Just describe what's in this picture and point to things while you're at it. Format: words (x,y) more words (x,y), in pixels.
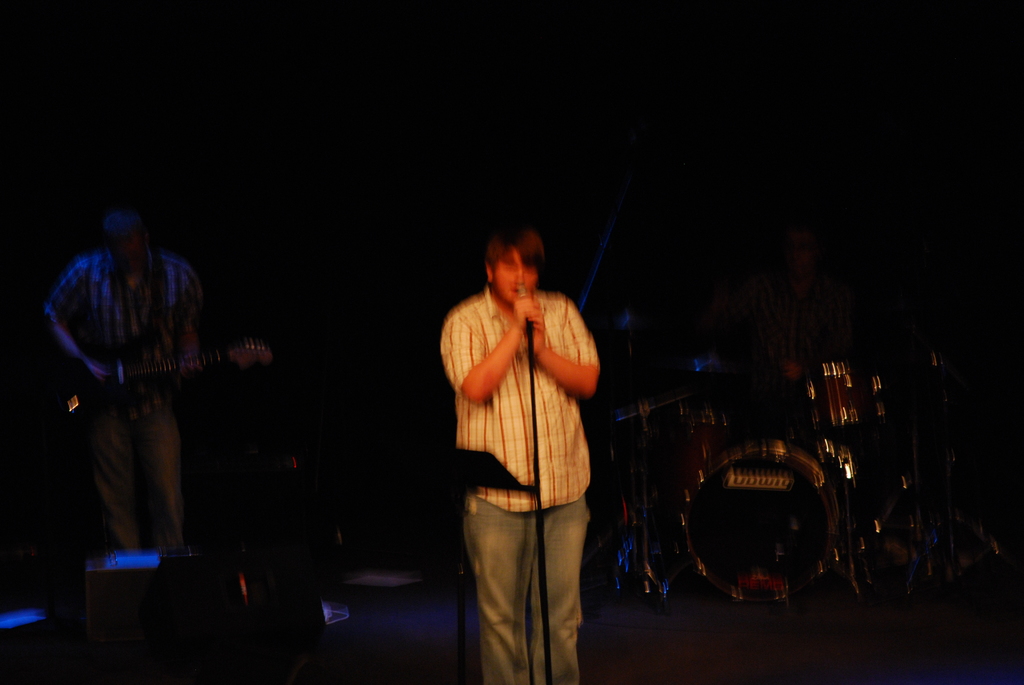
As we can see in the image there are three people (161,275) on stage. The man (163,345) on the left side (137,357) is holding guitar (123,354) and the man (545,419) in the middle (519,356) is singing a song on mic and the man (809,257) on the right side (835,405) is playing musical drums (842,513).
